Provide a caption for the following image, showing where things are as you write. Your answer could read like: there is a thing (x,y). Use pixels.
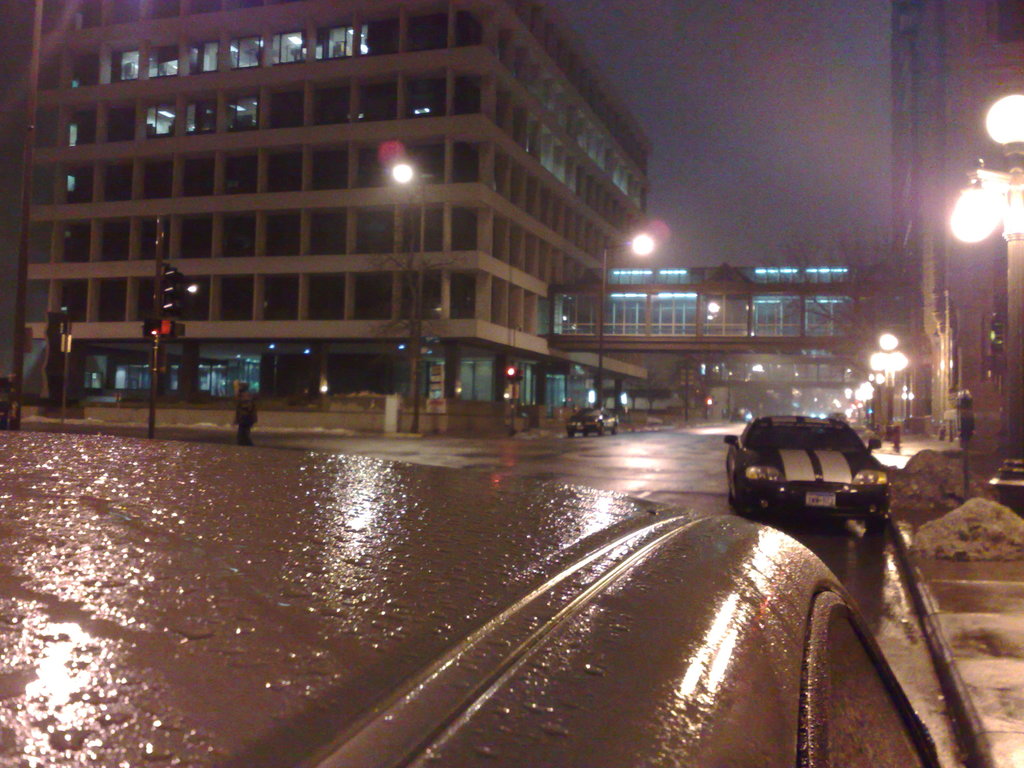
This picture is taken during night, in the picture there is a building (497,407), road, traffic signal light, poles (20,282), some vehicles (835,462), the sky (817,241) visible at the bottom (655,639) there is a vehicle part (511,585) visible, on the right side (907,134) there are lights (968,212) and building (981,351) visible.
